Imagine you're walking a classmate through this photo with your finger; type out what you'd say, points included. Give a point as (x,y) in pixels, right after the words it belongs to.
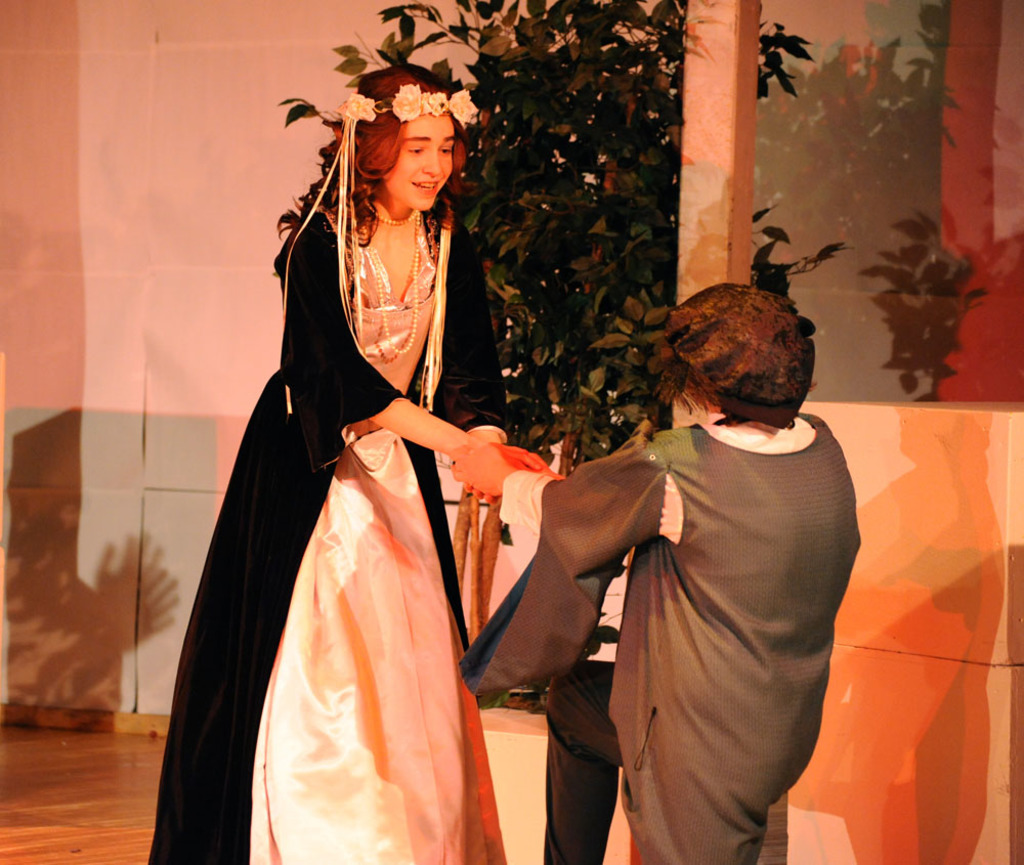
In this image there are two persons (312,396), one standing and one kneeling, a person (468,465) holding another person hand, and in the background (878,2) there is a plant (595,396), wall (118,271).
